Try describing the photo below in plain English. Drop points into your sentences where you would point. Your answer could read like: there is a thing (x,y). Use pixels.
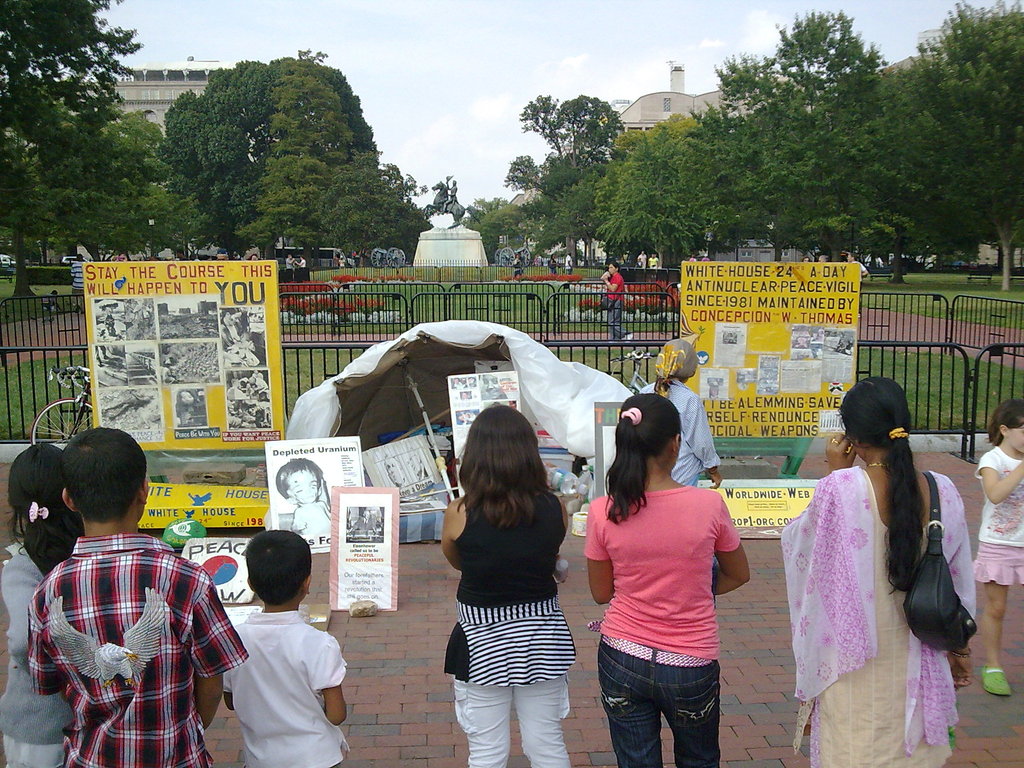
In this image we can see few people (671,618) standing on the pavement (414,689), there are few boards (343,525) with text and images (267,388) and there is a tent (475,346), a bicycle (71,423), fence (83,401), there are few trees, a statue (461,212), buildings (173,85) and the sky (506,67) in the background (602,42).
